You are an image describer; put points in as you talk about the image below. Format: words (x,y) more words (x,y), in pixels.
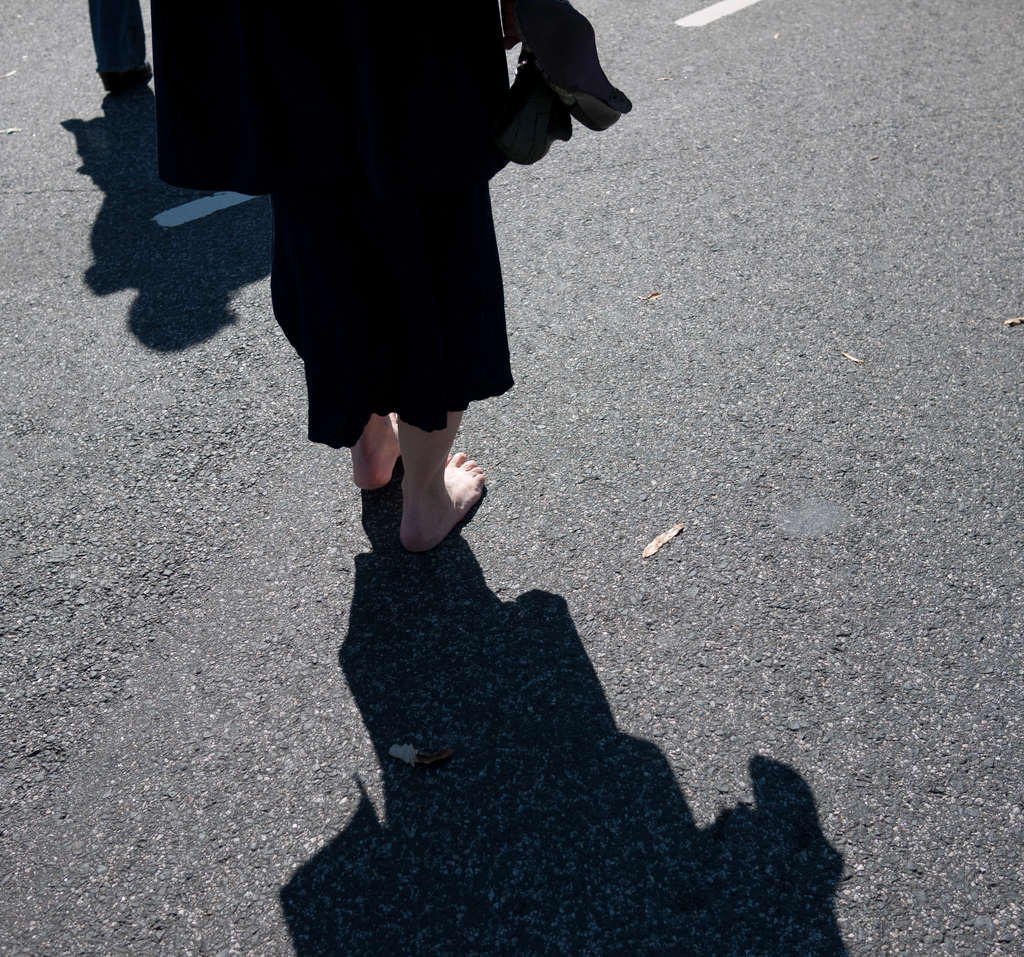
In the picture we can see a person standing on the road (747,658) with white color lines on it and the person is in black color dress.
